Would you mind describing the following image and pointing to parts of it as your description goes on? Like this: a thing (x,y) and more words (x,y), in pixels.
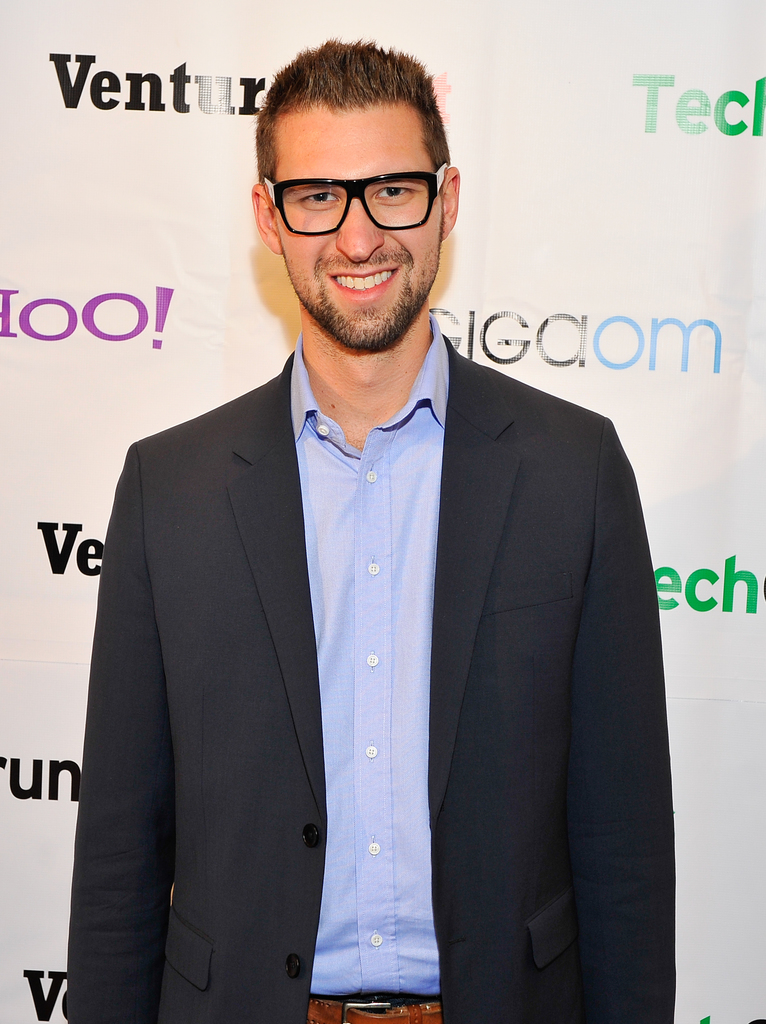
In this picture there is a man (311,535) who is wearing shirt (334,619), blazer (473,836) and trouser (439,997). He is standing near to the banner (671,462).
